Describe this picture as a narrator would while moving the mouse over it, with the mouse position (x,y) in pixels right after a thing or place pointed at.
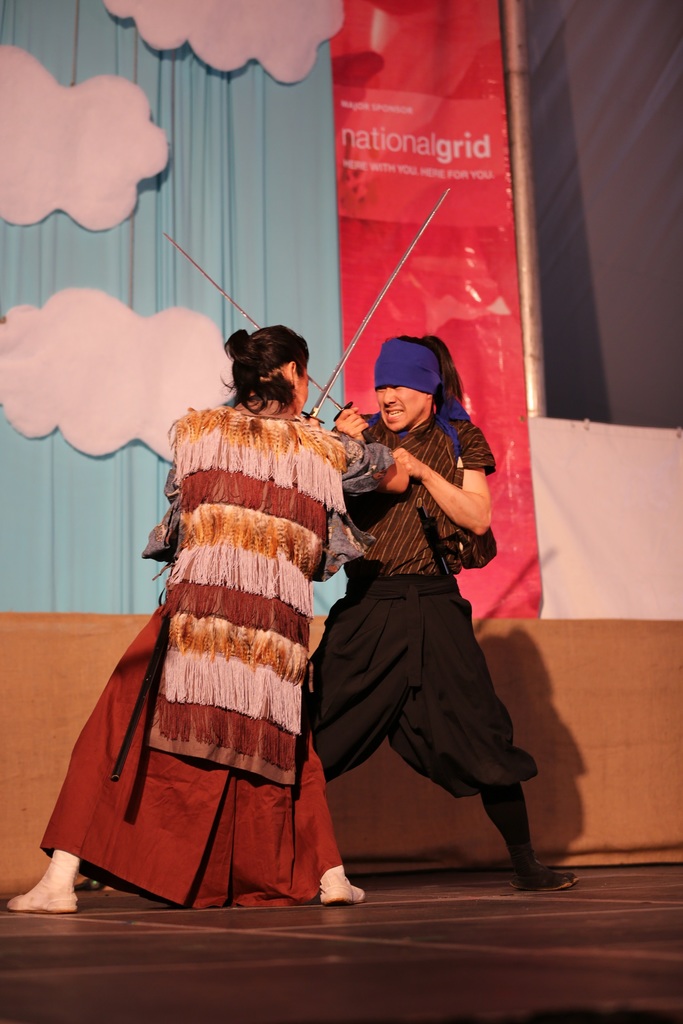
In this picture there is a man (440,500) who is wearing black dress (413,552). Beside him there is another man (260,626) who is wearing the red dress (242,688). Both of them are fighting with the sword (336,378). Both of them are standing on the stage (520,955). In the background (134,295) I can see the cloth (173,268) and banner (433,298). In the top right corner (625,230) I can see the black color cloth (637,272) which is placed above the white cloth (642,483).
